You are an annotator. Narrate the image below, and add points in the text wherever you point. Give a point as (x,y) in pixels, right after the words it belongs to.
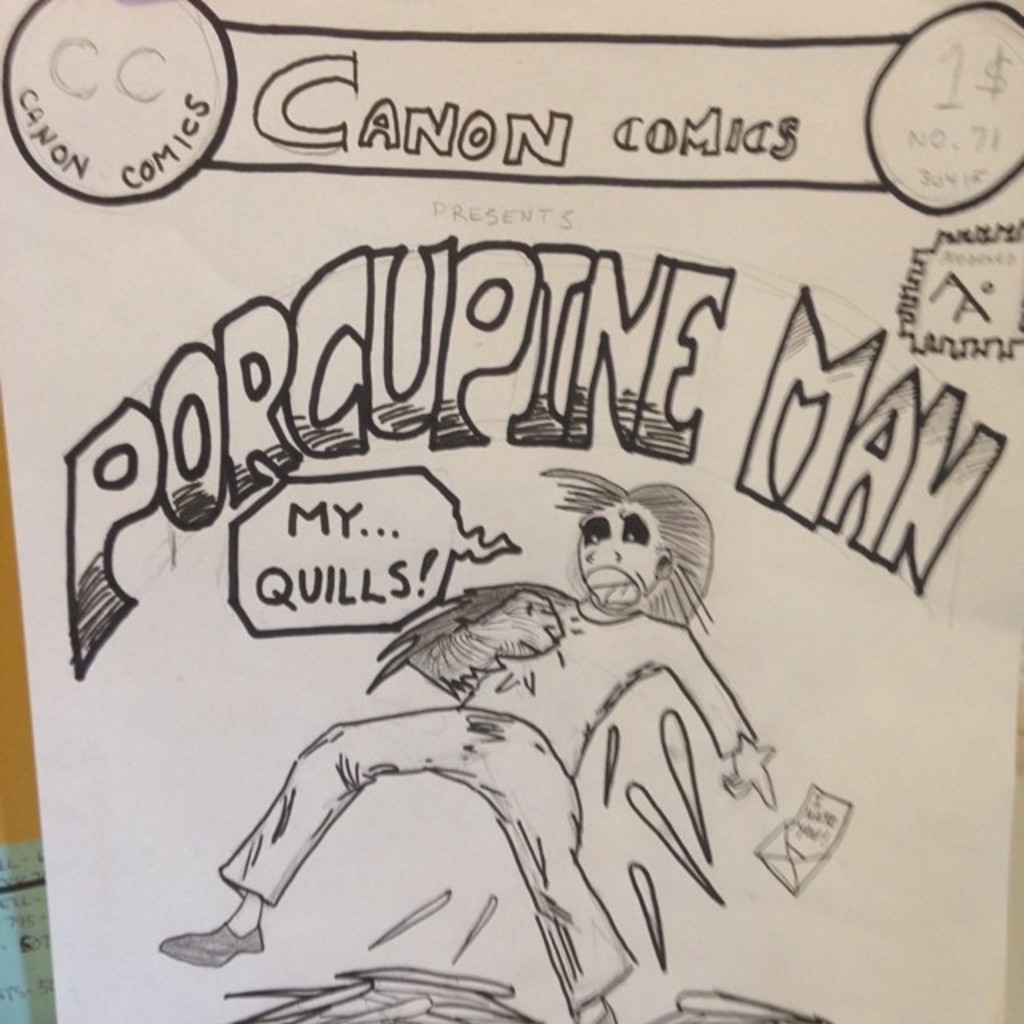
In the foreground of this image (441,701), there is a sketch (504,810) of a person (562,725) and some text (489,325) at the top (432,239) on a paper (500,371).
